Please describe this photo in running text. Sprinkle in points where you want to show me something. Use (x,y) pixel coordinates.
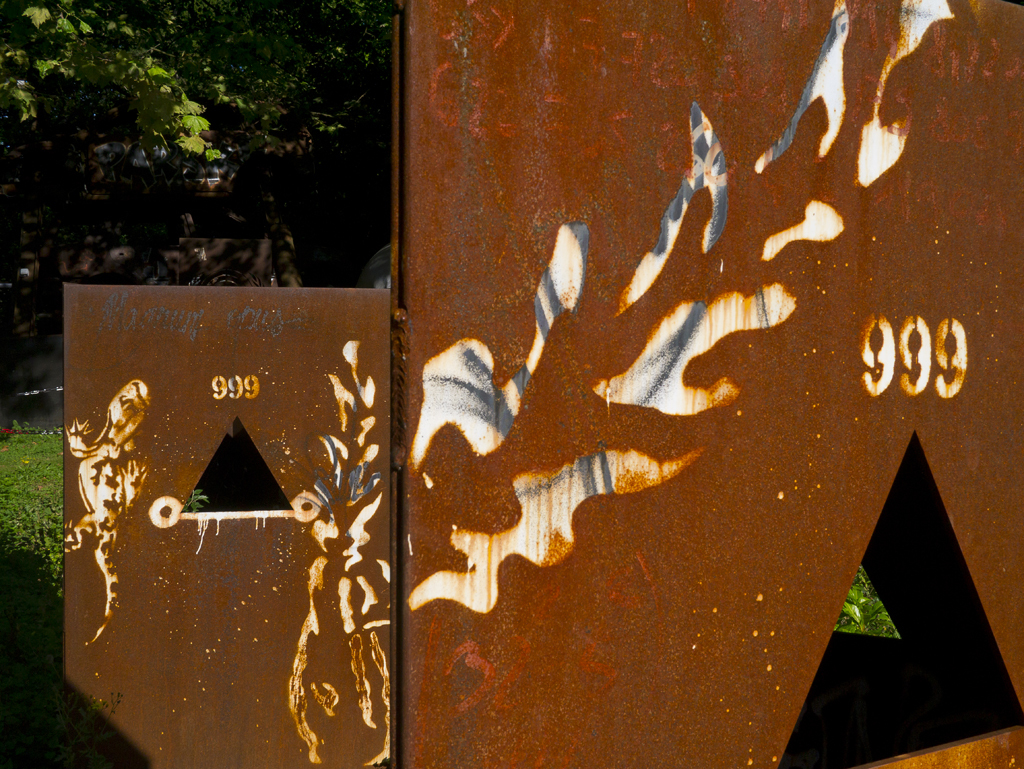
On the right side (875,742), there is a hole (932,570) which is pyramidal in shape near a number (878,381) and designs (786,309). Which is near another hole (246,484) which is in pyramid in shape near a number (234,397) and designs (362,588). In the background (11,485), there's grass (29,436) on the ground (29,506) and there are trees (293,255).
